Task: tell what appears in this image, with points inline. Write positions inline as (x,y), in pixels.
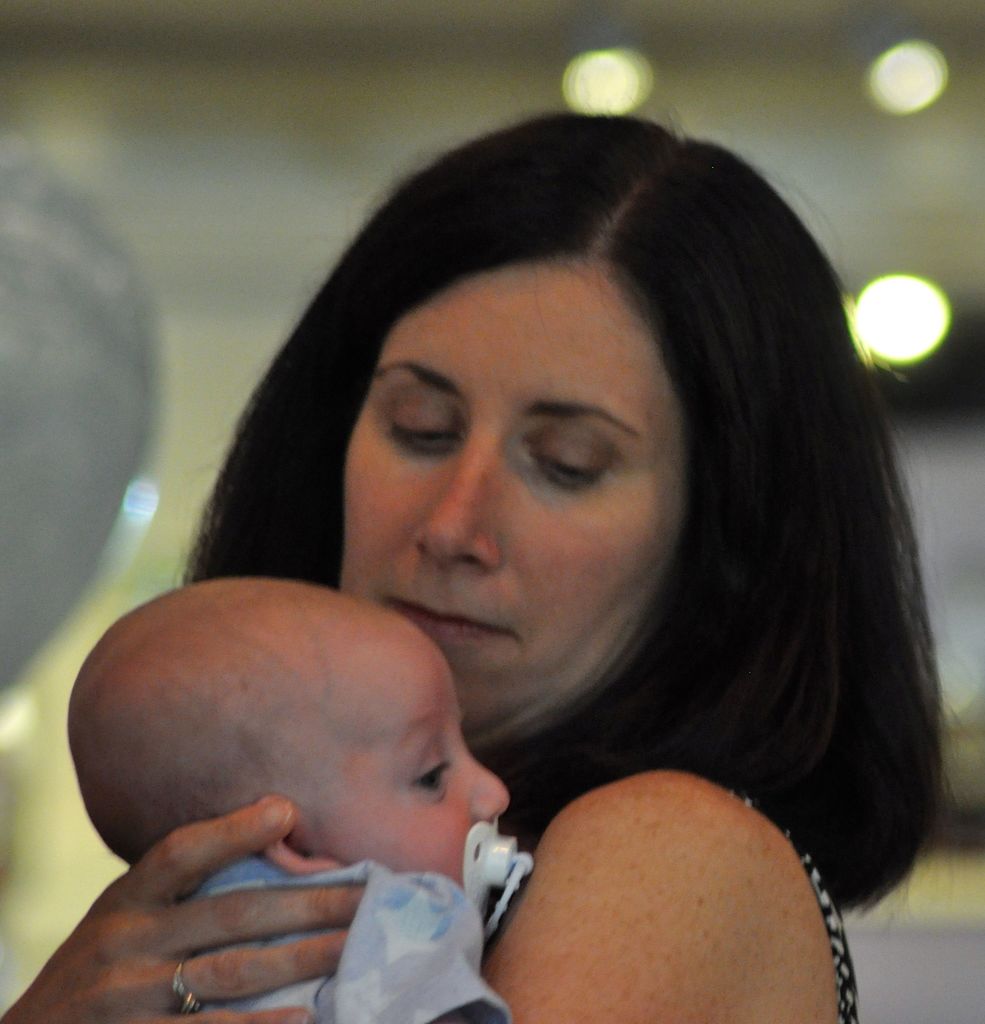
In the center of the image (636,646) we can see a lady (613,794) holding a baby (374,881). In the background (895,298) there are lights (597,70).
